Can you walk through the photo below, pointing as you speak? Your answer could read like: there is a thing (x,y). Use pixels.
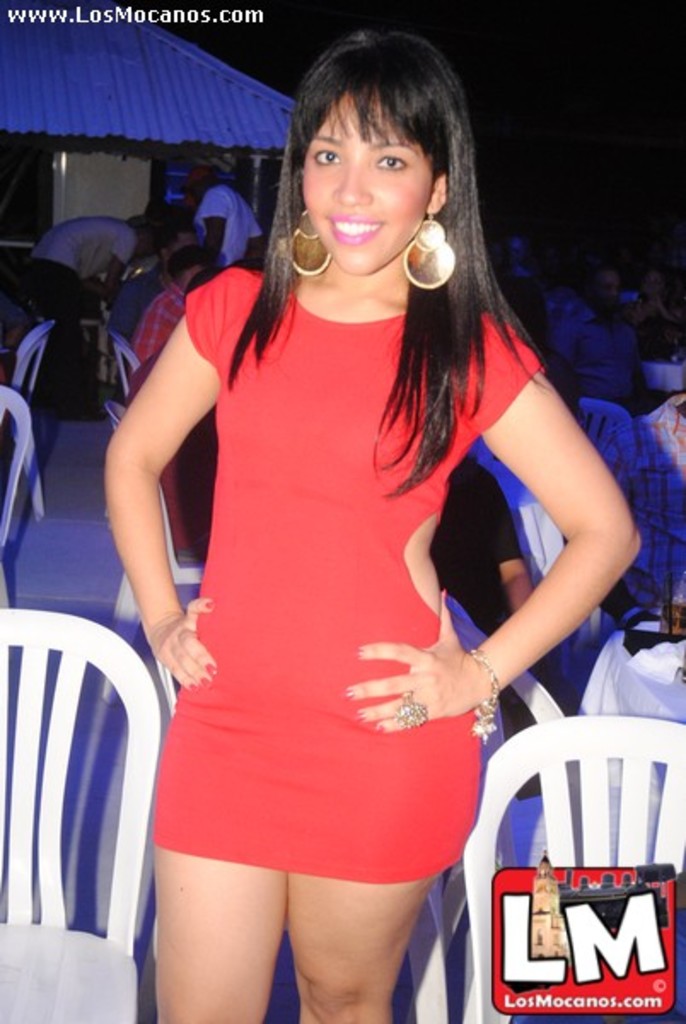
This image consists of a woman (283,764) wearing a red dress (255,468). In the background (237,253), there are many people (55,225). And we can see many chairs (46,766). On the left (100,108), there is a shed (205,118). At the bottom (76,778), there is a floor (292,1009).
